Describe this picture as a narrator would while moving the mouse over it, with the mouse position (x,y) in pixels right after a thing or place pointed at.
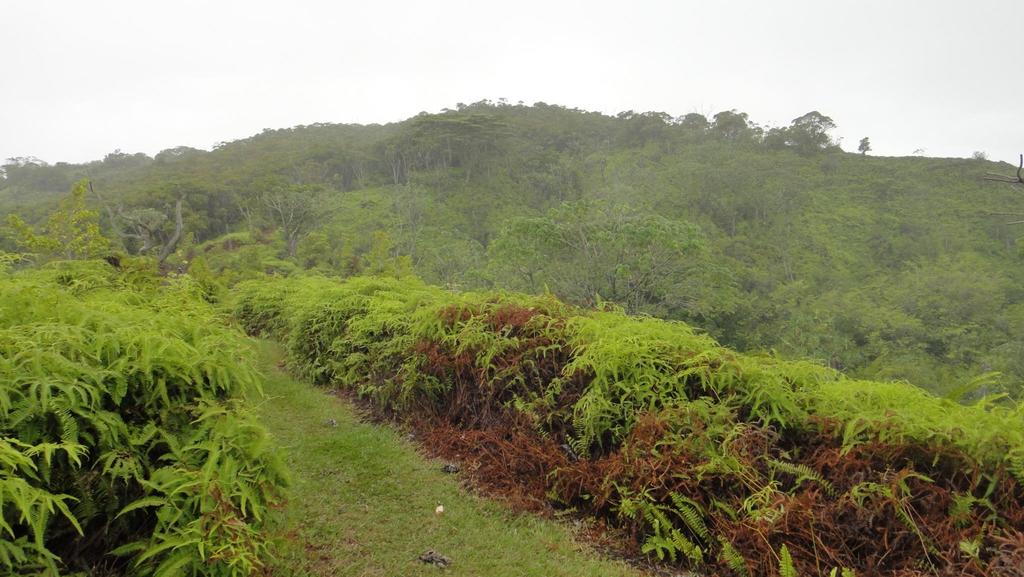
In this image we can see some plants (379,276), trees (664,274) and grass (392,499) on the ground (394,502), in the background (927,37), we can see the sky (927,32).
